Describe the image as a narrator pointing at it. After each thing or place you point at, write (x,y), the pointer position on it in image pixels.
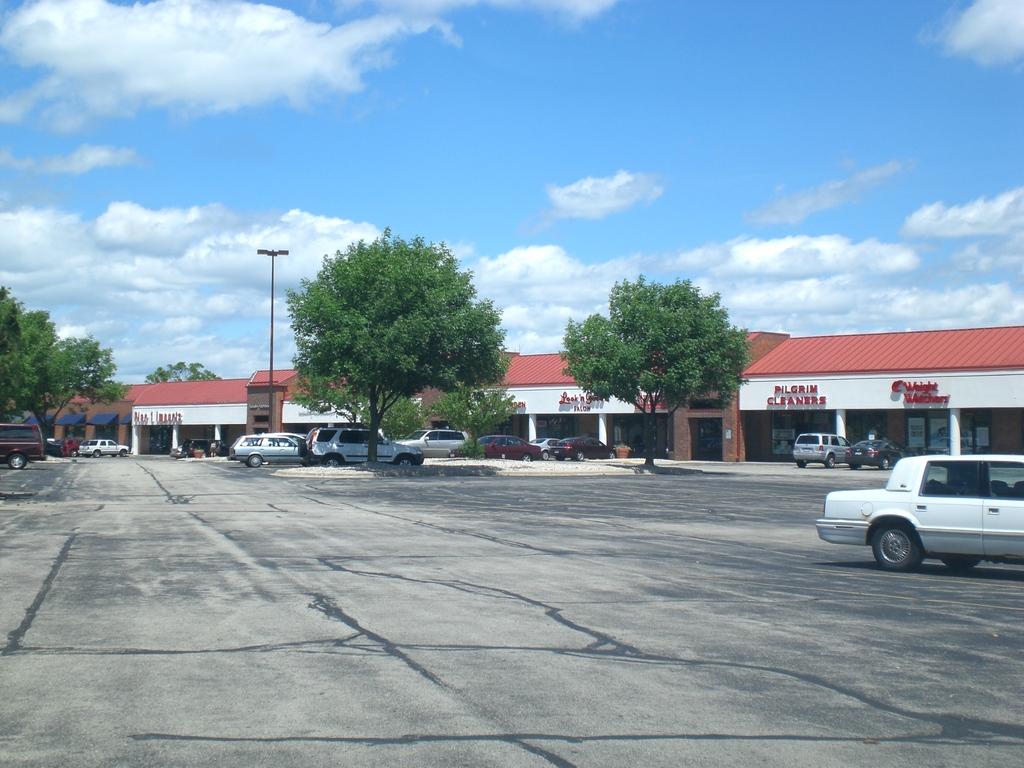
In this image I can see the ground (497,586), a white colored car (972,544) on the ground (415,557) and few trees (637,377). In the background (10,432) I can see few other cars (27,430) on the ground (249,470), a metal pole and the building (212,396) which is white and red in color. I can see the sky (684,122).
